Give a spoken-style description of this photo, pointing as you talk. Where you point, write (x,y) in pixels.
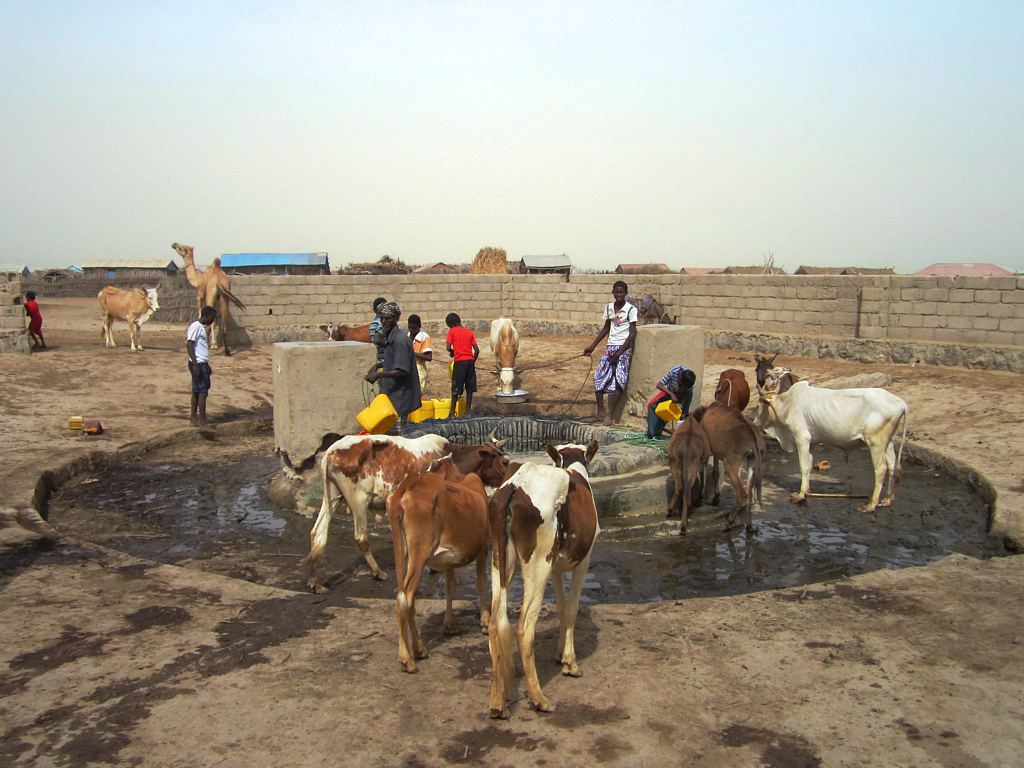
In this image there are cows (758,437) and camels (178,246). At the center of the image (522,452) there is a well (609,431) and people (458,341) are standing by holding the cans (392,412). In the background of the image (275,262) there are buildings (324,260) and sky (435,151).
